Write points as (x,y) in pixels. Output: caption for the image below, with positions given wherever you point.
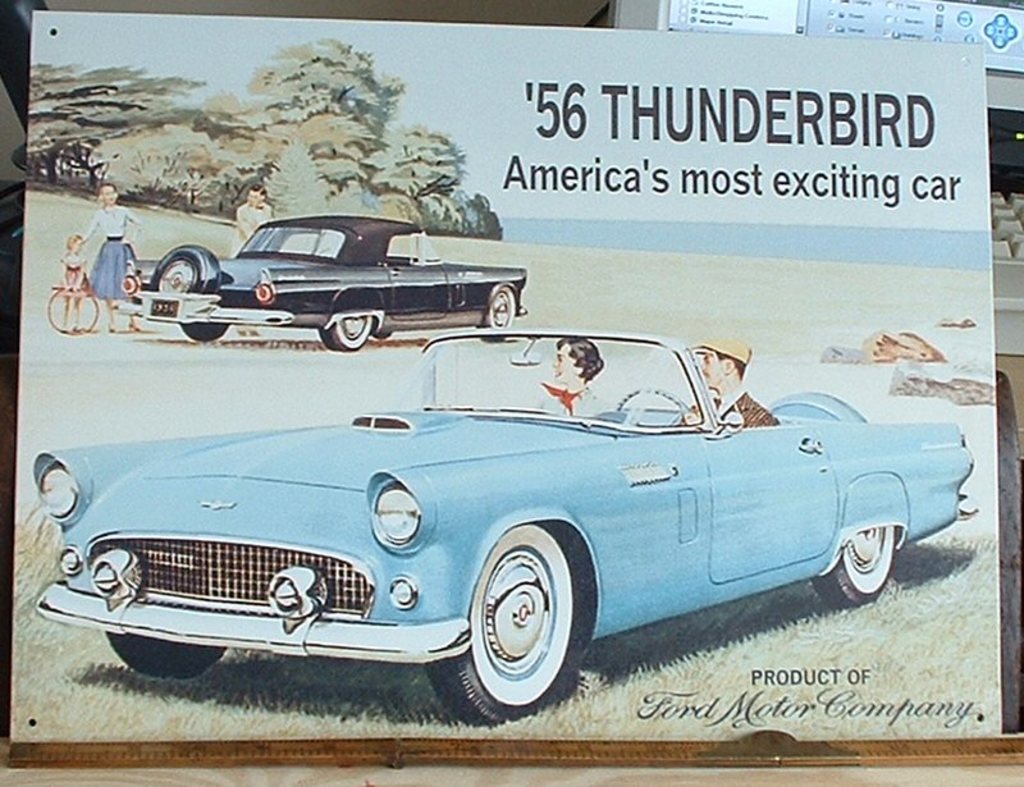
In the image there is cartoon picture (544,379) of two cars (351,347) and some people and behind that image (293,164) there is a computer (1011,32).
